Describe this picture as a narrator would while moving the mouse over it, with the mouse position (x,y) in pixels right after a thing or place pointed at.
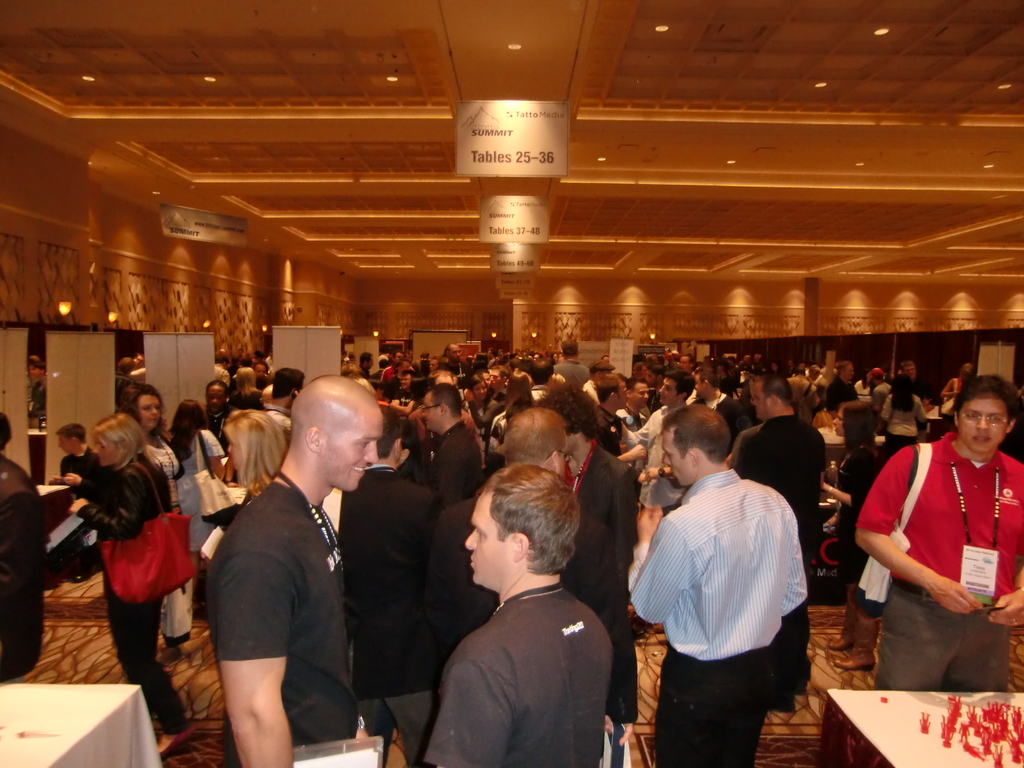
This is the picture of a room (90,607). In this picture there are group of people (655,567) standing. On the left side of the image (296,369) there are doors (207,347). At the top (535,236) there are lights (61,309) and there are boards (555,137) and there is a text (505,158) on the board (506,261). At the bottom (938,708) there are tables (69,692).
